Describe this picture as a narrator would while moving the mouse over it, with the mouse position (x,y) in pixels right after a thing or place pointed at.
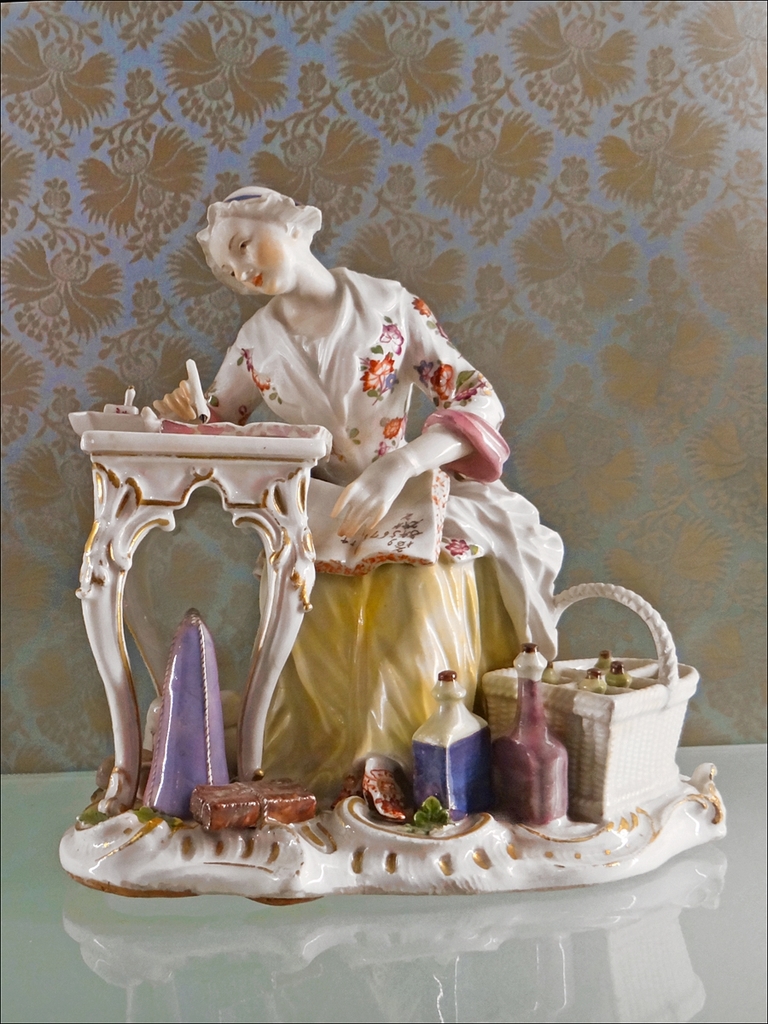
In this picture we can see a sculpture (298,476) on a white surface (603,995).
